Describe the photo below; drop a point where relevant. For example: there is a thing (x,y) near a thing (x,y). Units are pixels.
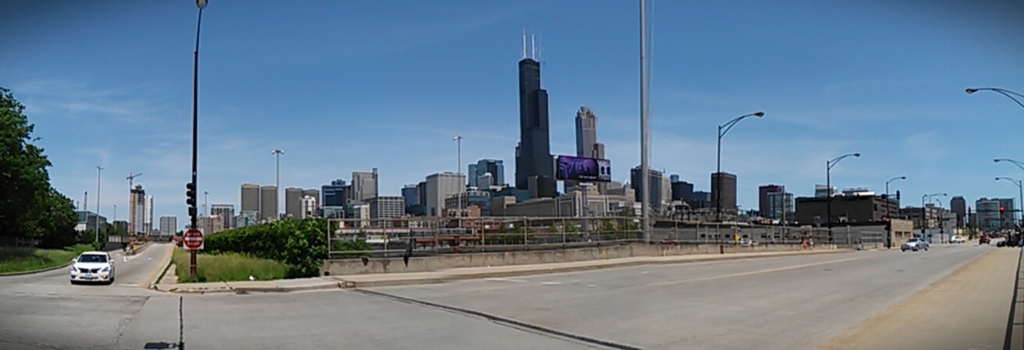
In the center of the image (676,190) we can see poles (643,208), trees (293,237) and buildings (559,194). On the right side of the image (727,204) we can see street lights (1006,92), buildings (957,224) and vehicles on the road (843,265). On the left side of the image (251,242) we can see trees (44,206), plants (264,242), buildings (148,215) and car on the road (144,304).
